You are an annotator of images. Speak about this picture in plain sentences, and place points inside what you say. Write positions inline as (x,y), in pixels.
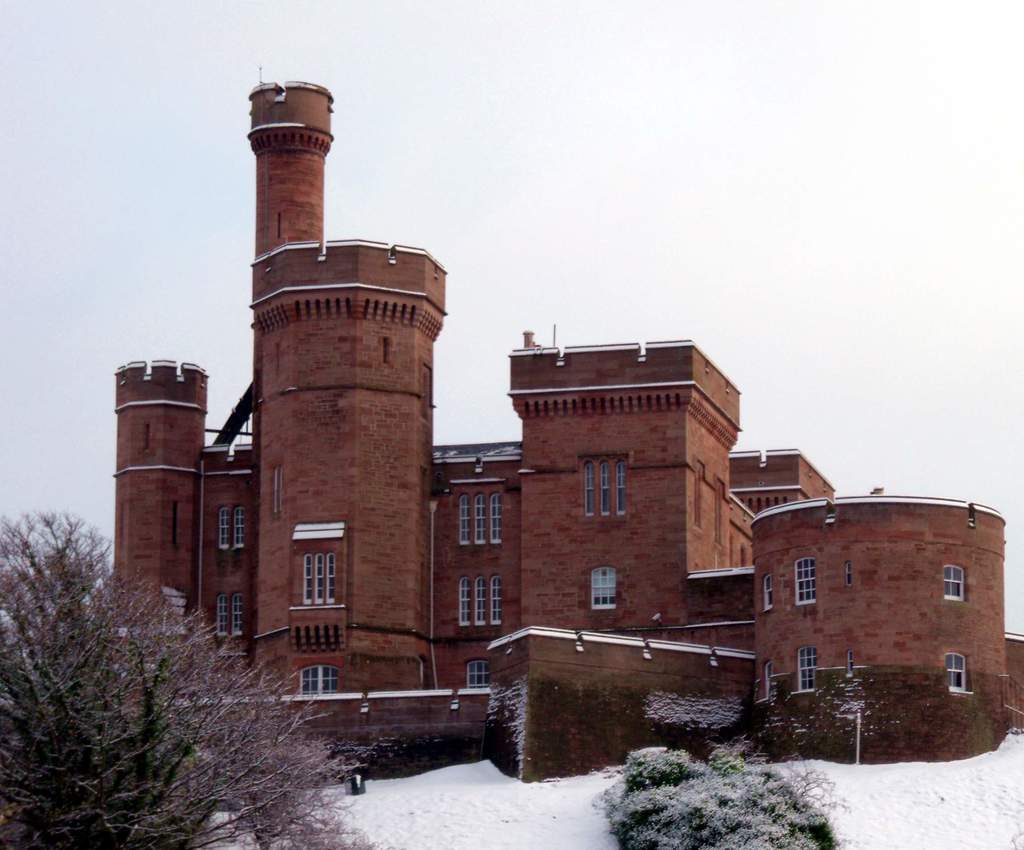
In this image we can see a building (433,460). On the building (450,649) we can see the windows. In front of the building (413,683) we can see a wall (360,757), snow (577,804) and plants (201,790). At the top (573,203) we can see the sky (573,203).
